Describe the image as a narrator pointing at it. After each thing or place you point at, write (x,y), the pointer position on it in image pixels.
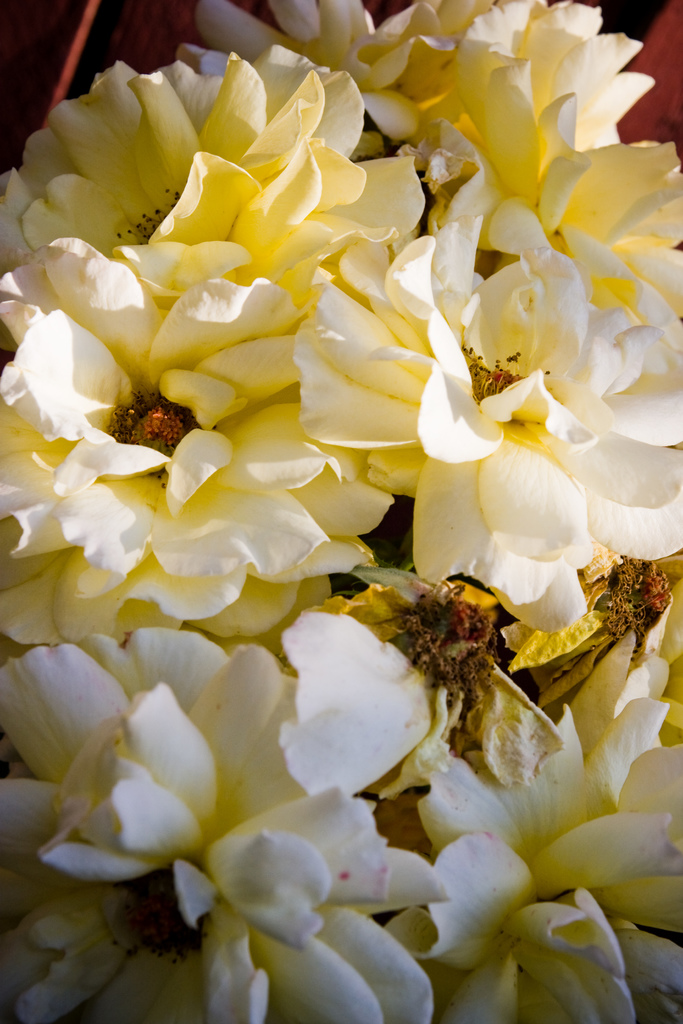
In the image there are white flowers (237,458), they seems to be roses (461,509).
